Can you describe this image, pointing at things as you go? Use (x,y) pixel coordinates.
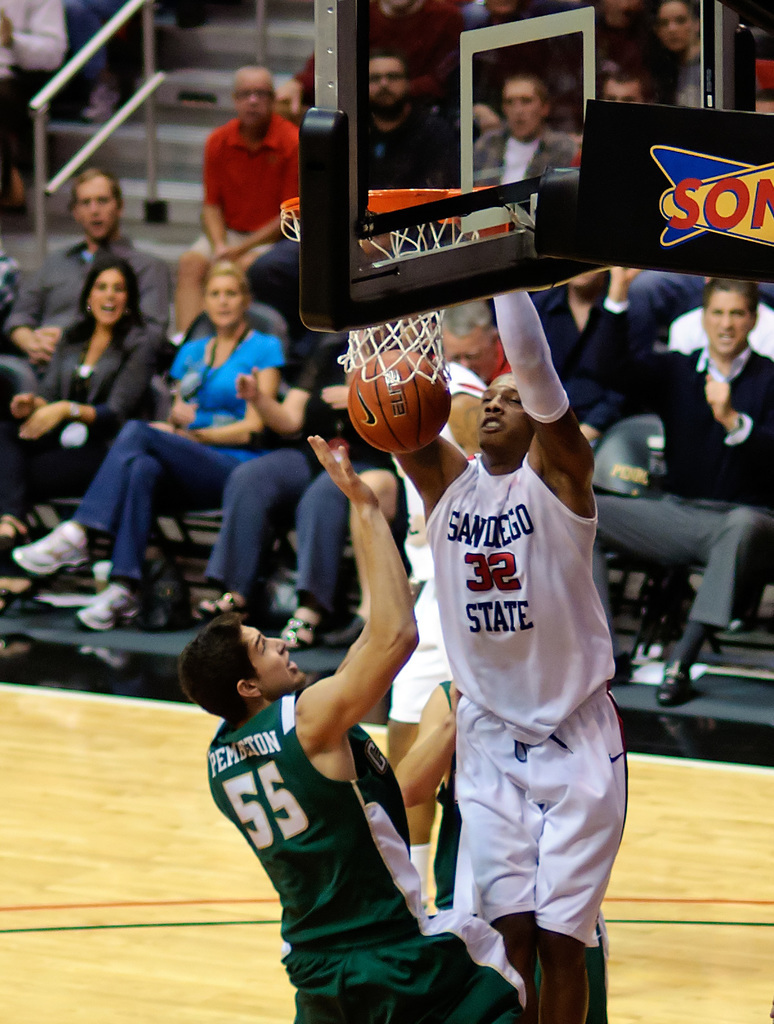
In this image, I can see two people (496,784) jumping. At the top of the image (419,278), I can see a basketball hoop (442,281). I can see a basketball (353,417). In the background (191,440), there are few people (245,114) sitting.
